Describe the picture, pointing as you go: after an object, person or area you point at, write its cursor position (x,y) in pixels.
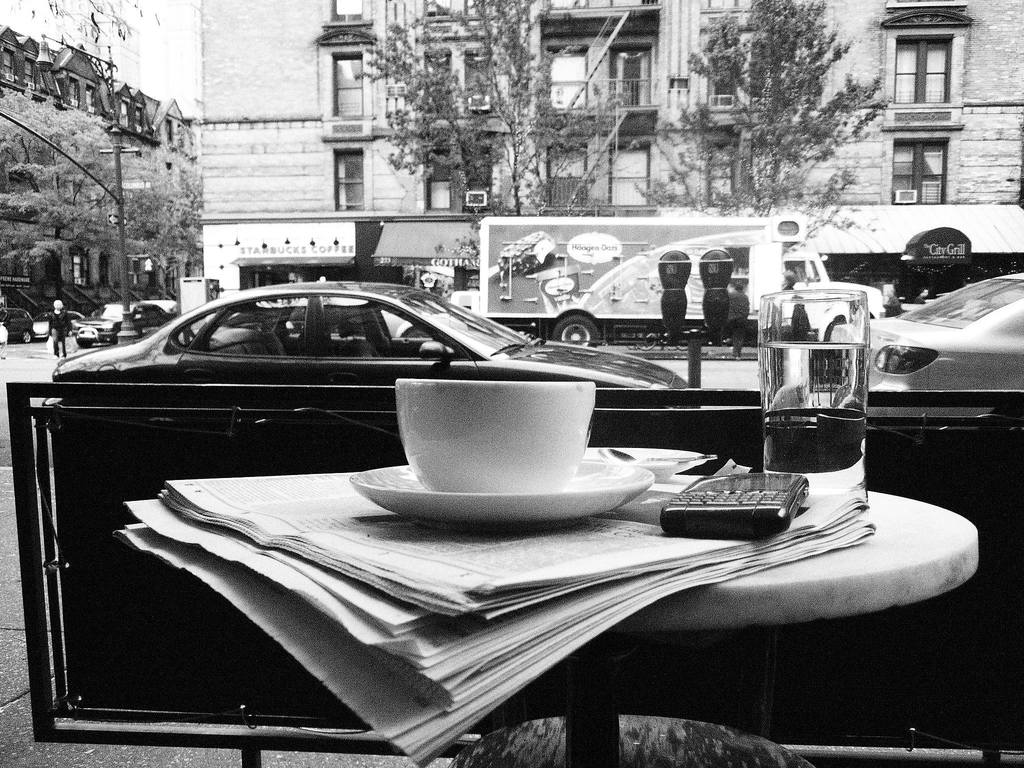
In this image there is a car (397,342), building (235,22), tree (550,144), sky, pole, air conditioner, truck (654,303) and in table (770,597) there are mobile (761,536), glass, newspaper (607,543), cup (583,430), saucer (469,515).
